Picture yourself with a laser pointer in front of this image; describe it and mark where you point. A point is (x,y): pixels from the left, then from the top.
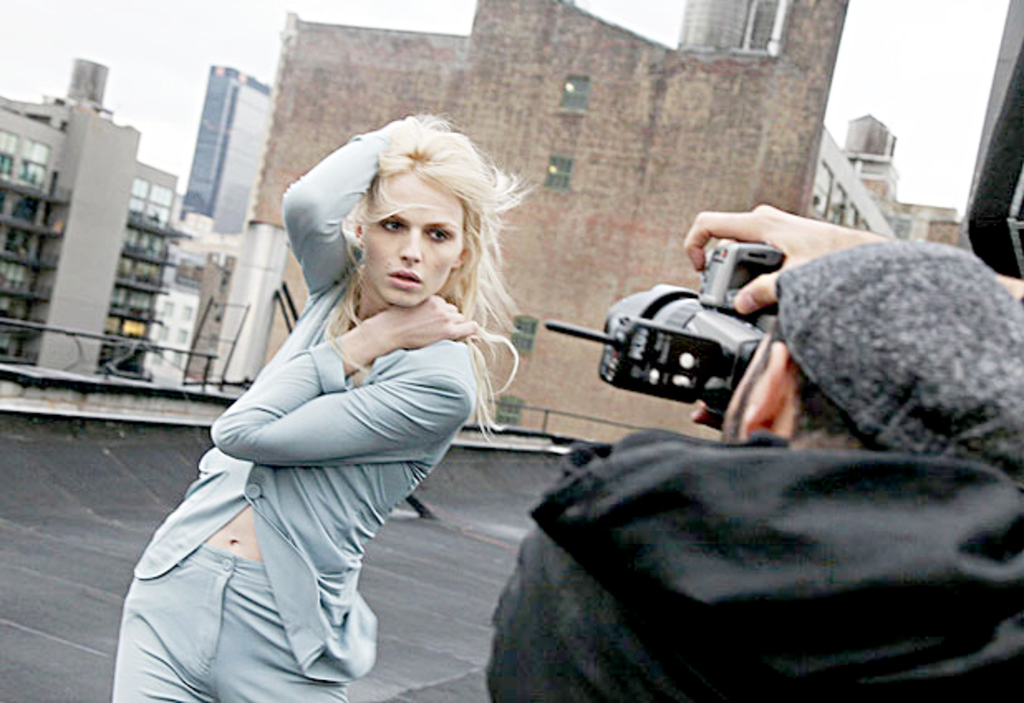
In this image there is a man (788,403) taking photo of a woman (286,401), in the background (29,114) there are buildings (511,220).
